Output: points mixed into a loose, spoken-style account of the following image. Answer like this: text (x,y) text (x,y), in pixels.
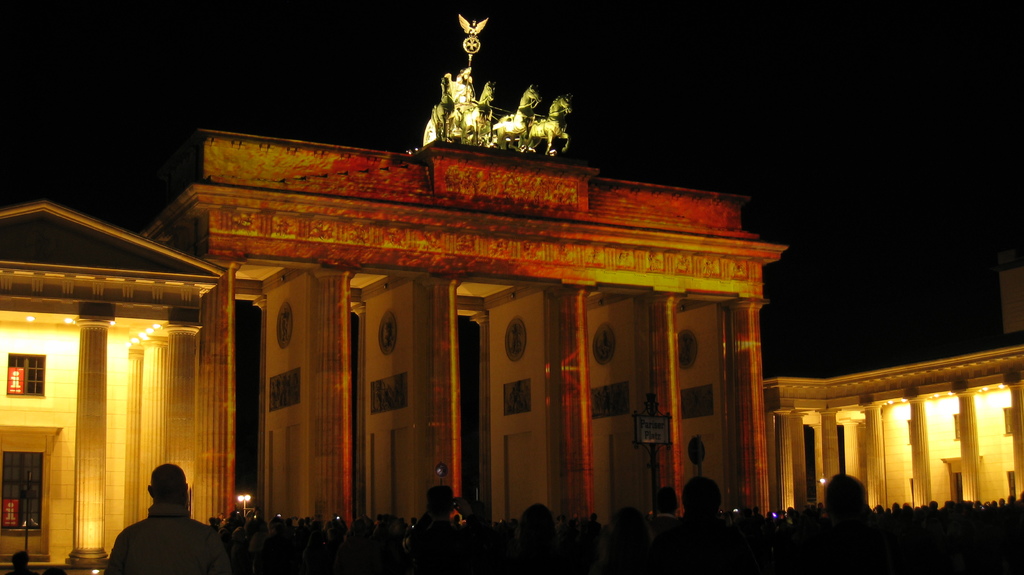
In this picture I can observe a building (476,296) in the middle of the picture (526,245). On the top of the building (498,168) I can observe statues (483,109) of horses (510,124). In the bottom of the picture (175,565) I can observe some people (484,528). In the background (114,71) I can observe sky (251,100) which is completely dark.
